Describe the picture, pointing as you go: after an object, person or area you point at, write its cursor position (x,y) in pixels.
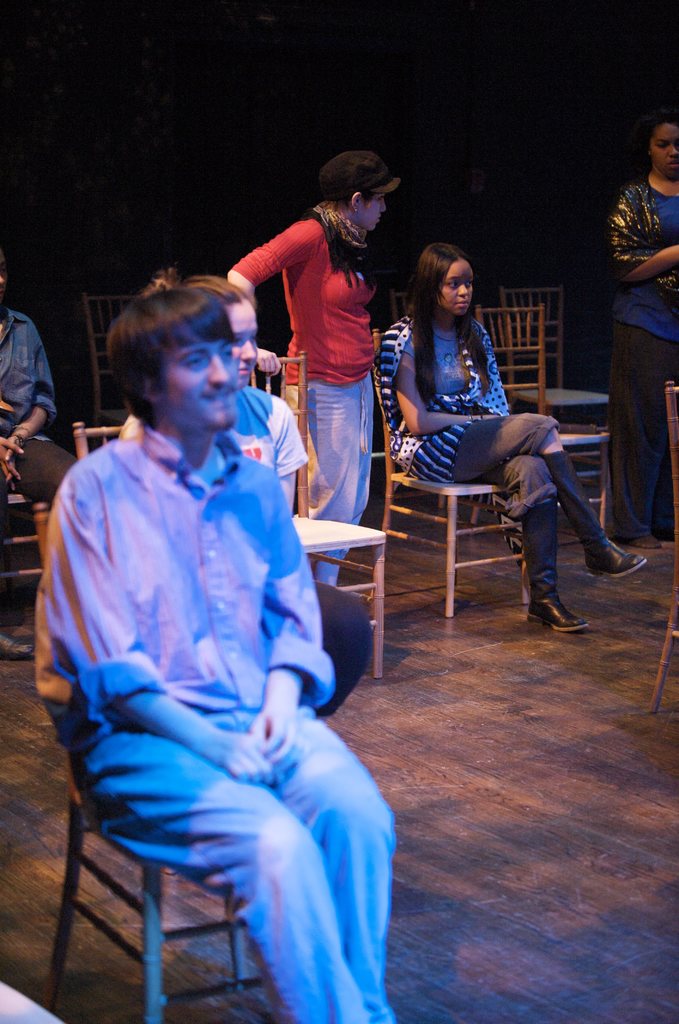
There are few people (255,444) sitting on the chairs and two people (333,282) standing. This looks like a wooden floor (508,757). The background (474,60) looks dark.
